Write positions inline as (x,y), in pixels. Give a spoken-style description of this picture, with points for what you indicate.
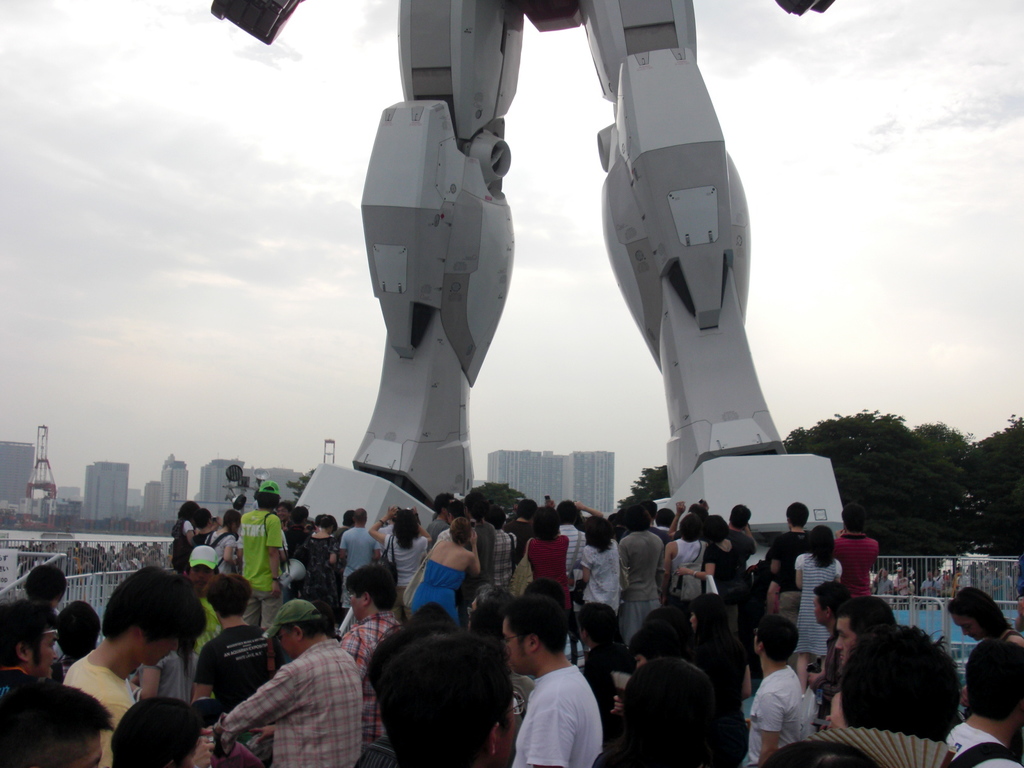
In this image we can see the legs (672,370) of a robot (672,370), in front of that, there are a few people (485,629) standing and walking. On the left (168,555) and right side of the image (945,558) there is a railing (50,541). In the background (59,479) there are buildings (78,505), trees (987,493), river (78,537) and the sky (149,222).
